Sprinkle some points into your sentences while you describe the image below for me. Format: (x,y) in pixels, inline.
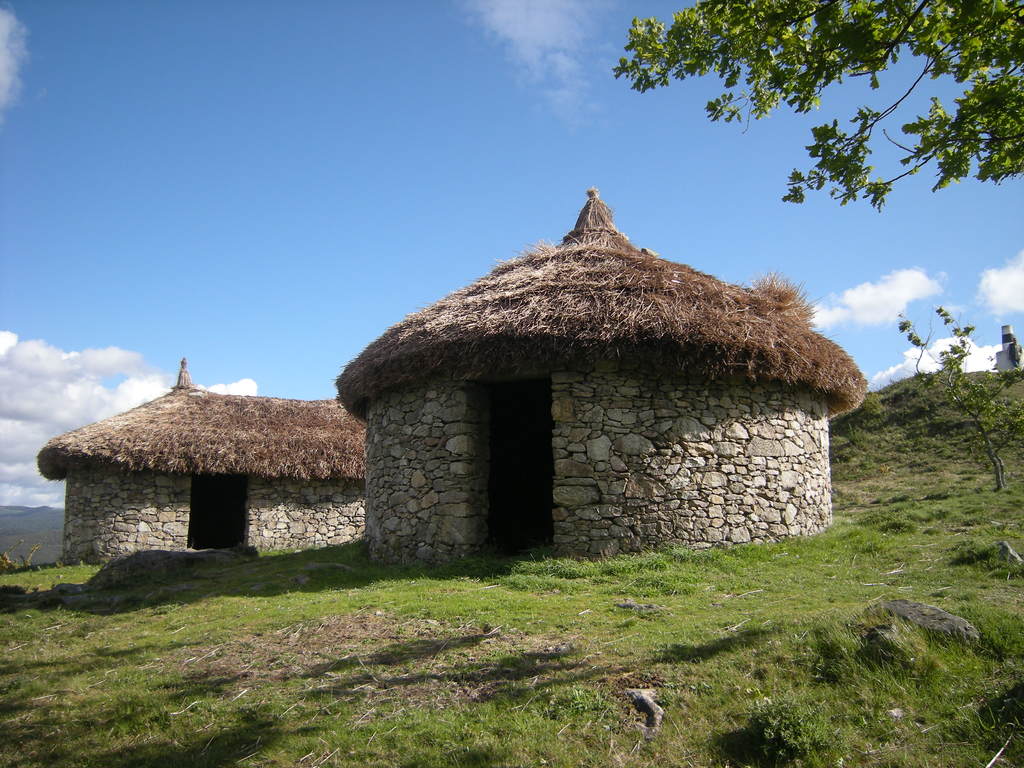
In this image we can see huts (672,296), grass (661,617), plants (924,393), branches (840,66), and an object (1005,330). In the background (588,173) there is sky (281,161) with clouds (49,368).
